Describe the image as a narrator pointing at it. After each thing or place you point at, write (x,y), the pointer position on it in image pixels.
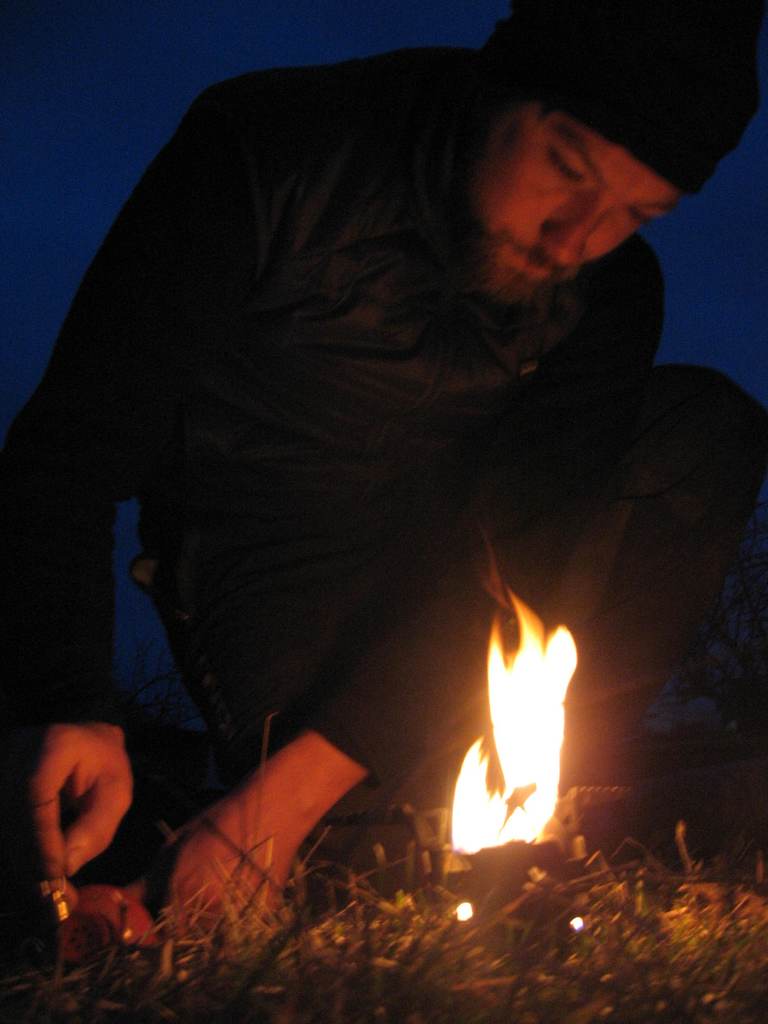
In the picture I can see a person (341,121) wearing dress (382,312) is in the squat position. Here we can see the fire (530,726) and the background of the image (717,727) is dark.
